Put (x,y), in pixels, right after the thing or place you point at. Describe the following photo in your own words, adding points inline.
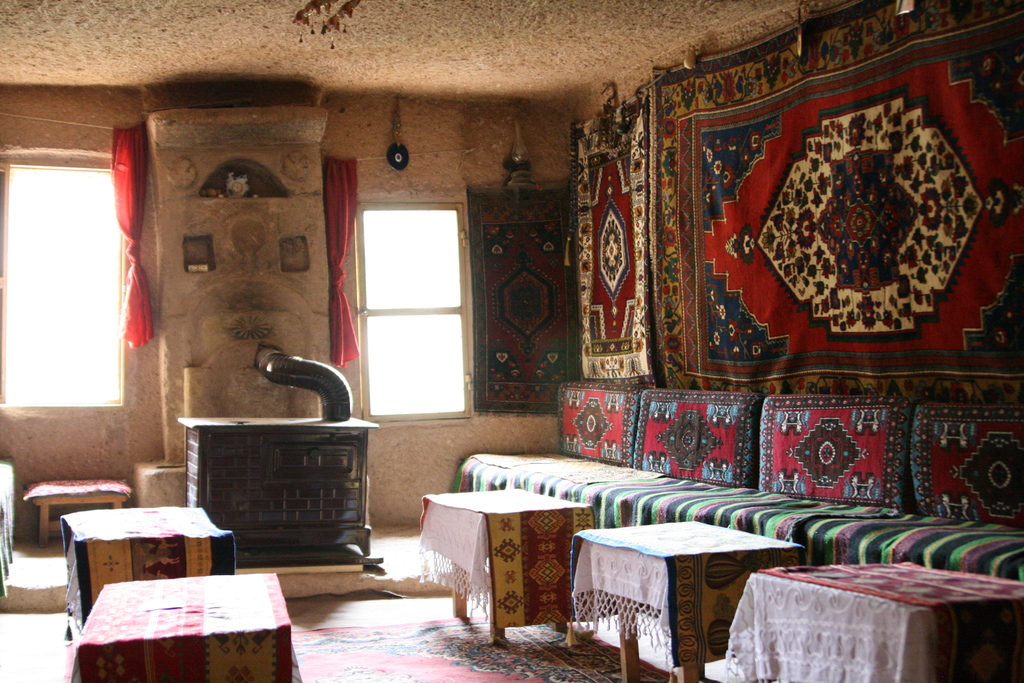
In this image we can see carpets (763,390), pillows (894,460), sofa (912,543), tables (456,569), stool (84,483), windows (393,307), curtains (131,213) and wall (391,95).
